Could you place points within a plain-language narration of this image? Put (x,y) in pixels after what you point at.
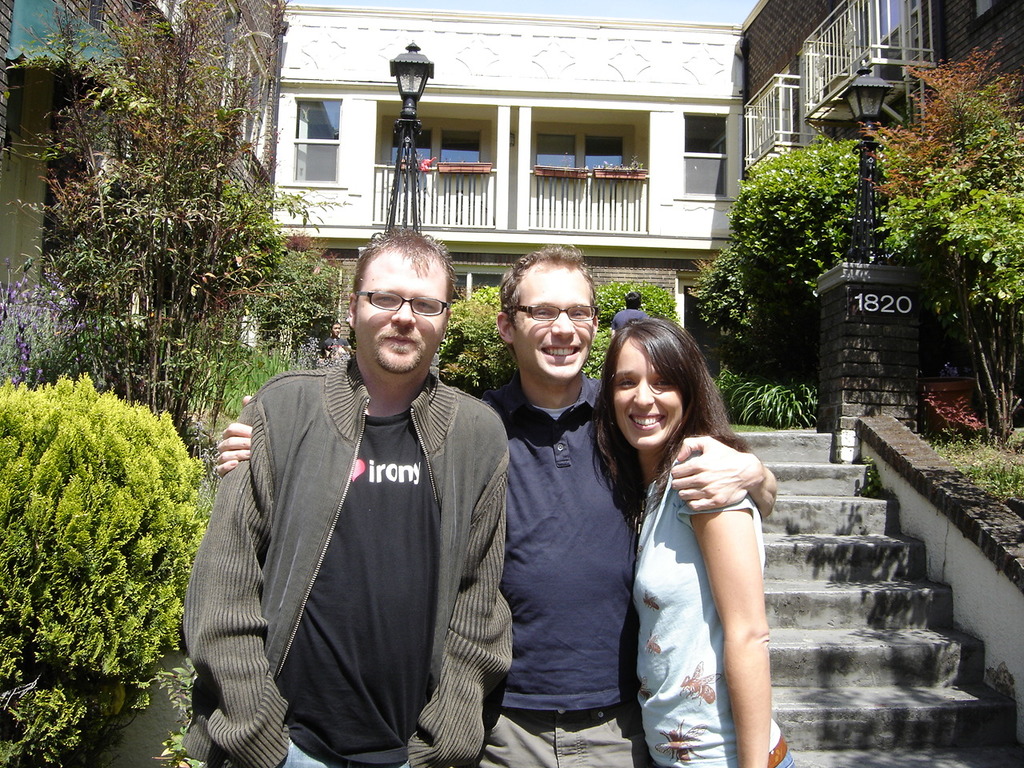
In this image in the foreground (570,473) three persons (561,469) are standing. In the right (685,656) a lady (672,540) is there. They all are smiling. This is the staircase (844,507). Here there is another person (635,294). On both sides there are plants (920,249). In the background (821,239) there are buildings (590,184), trees (744,240). Here there are lamps (417,66). The sky (671,12) is clear.
